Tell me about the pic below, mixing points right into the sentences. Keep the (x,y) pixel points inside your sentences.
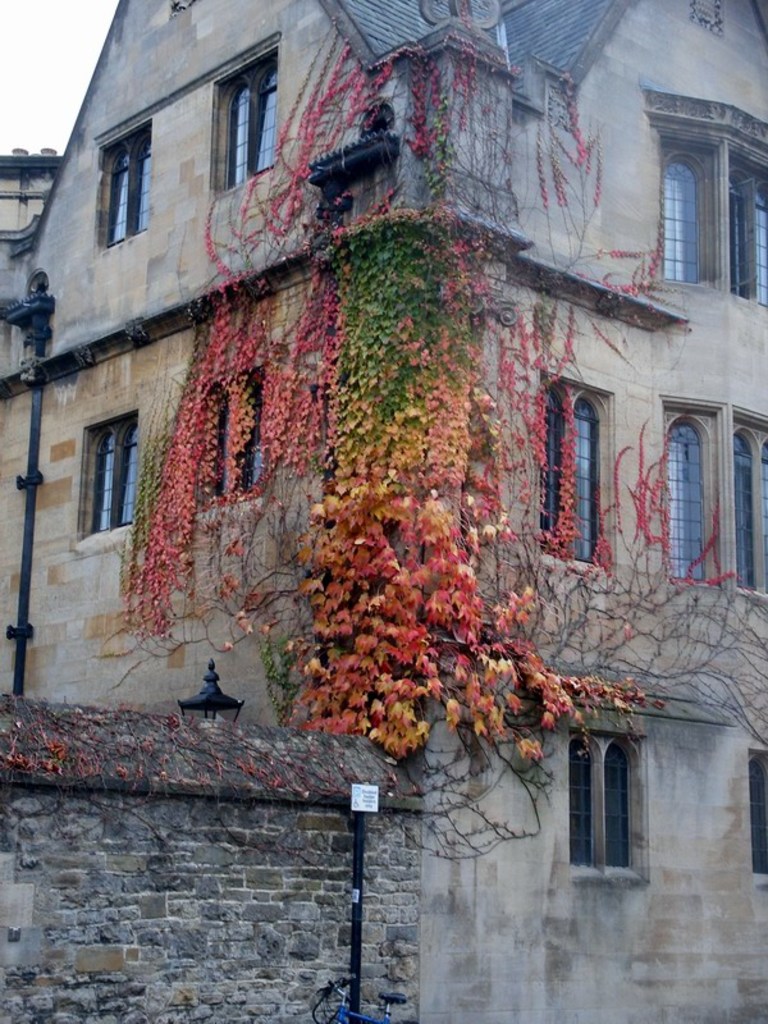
In the image there is a building (694,54), in front of the building (517,251) there are branches (403,568) of plants (381,366).
